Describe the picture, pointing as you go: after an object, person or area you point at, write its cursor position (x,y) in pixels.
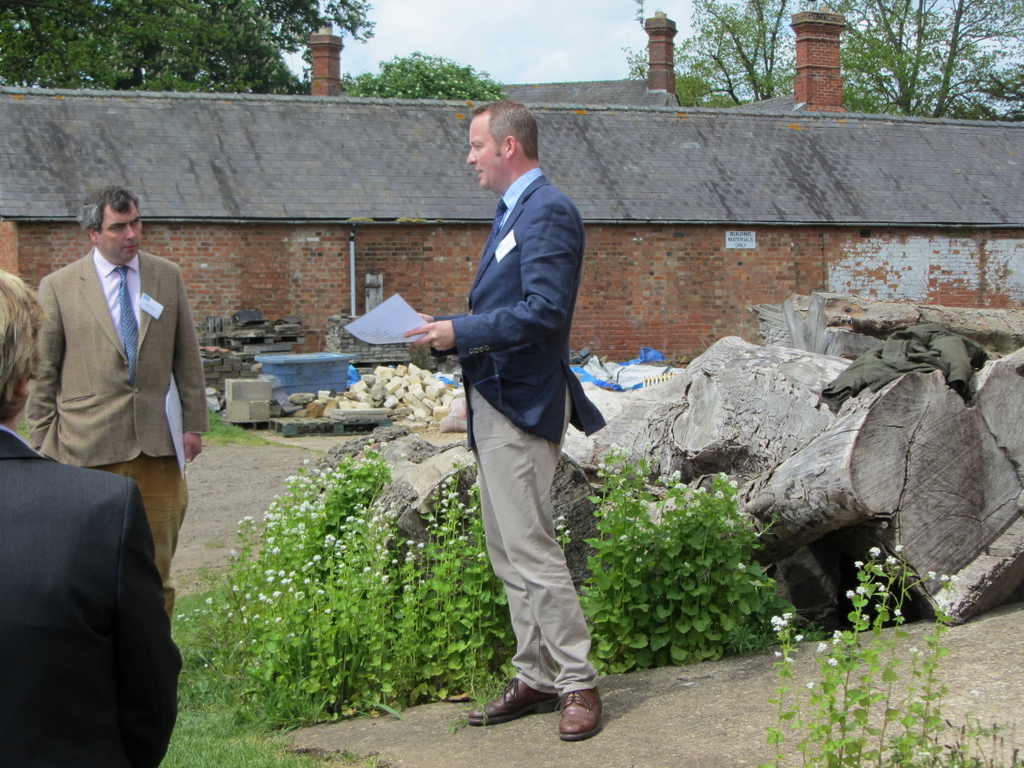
In this image we can see three persons (174,487) and among them two persons (445,344) are holding papers (180,459). Behind the persons (539,488) we can see wooden logs (445,452), plants (344,588), flowers (317,557), bricks (353,397) and a building (323,161). At the top (513,41) we can see the trees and the sky (500,38). In the bottom right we can see the plants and flowers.
